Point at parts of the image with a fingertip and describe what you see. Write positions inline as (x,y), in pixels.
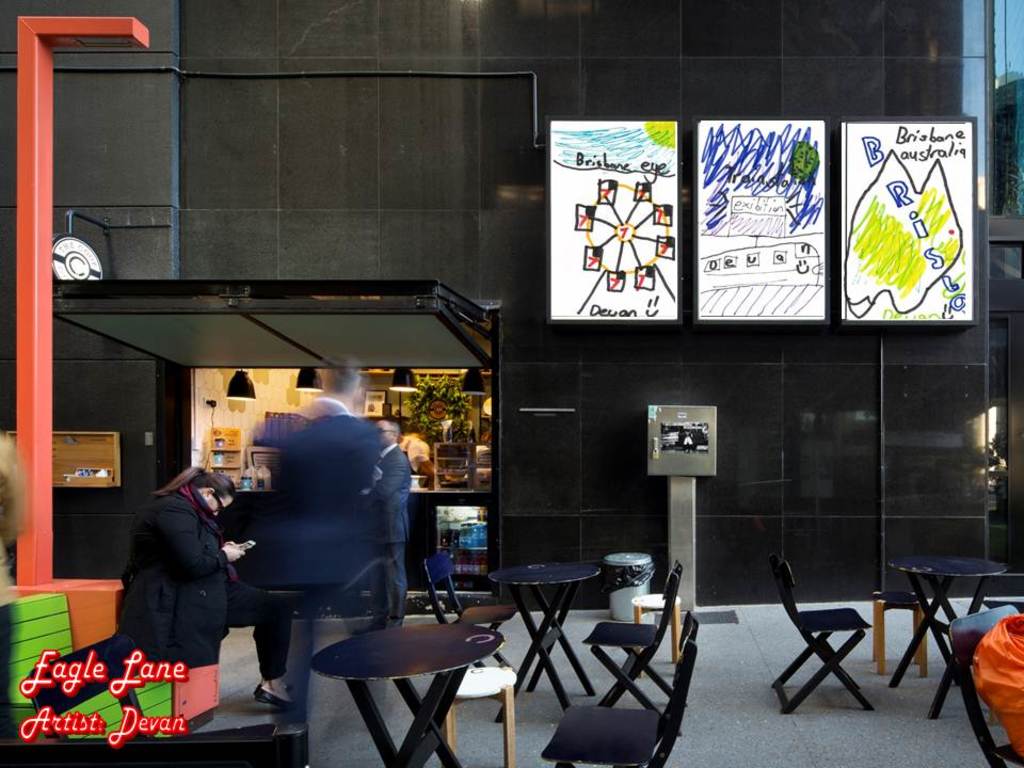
Posters (738,182) on wall (796,35). We can able to see chairs (688,623) and tables (947,597). These persons (406,525) are standing. This is store (246,466) with things (449,462).
